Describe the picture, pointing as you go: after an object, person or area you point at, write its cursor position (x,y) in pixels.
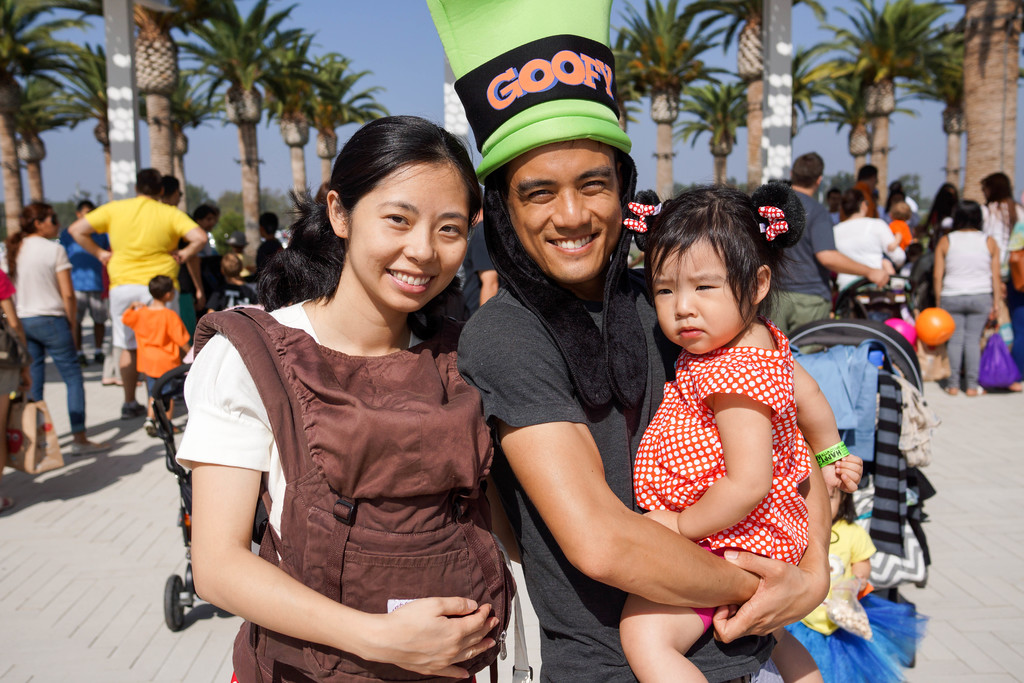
The picture is clicked outside. In the foreground (429,528) we can see a person (393,343) smiling and standing and we can see another person (626,199) wearing hat (600,132), smiling, holding a kid (757,425) and standing and we can see the strollers (857,320), bags (898,382) and some other objects (946,332). In the center (476,297) we can see the group of persons (168,249), trees (974,61), poles (779,18) and in the background (348,18) we can see the sky (375,59) and some other objects (934,342).
